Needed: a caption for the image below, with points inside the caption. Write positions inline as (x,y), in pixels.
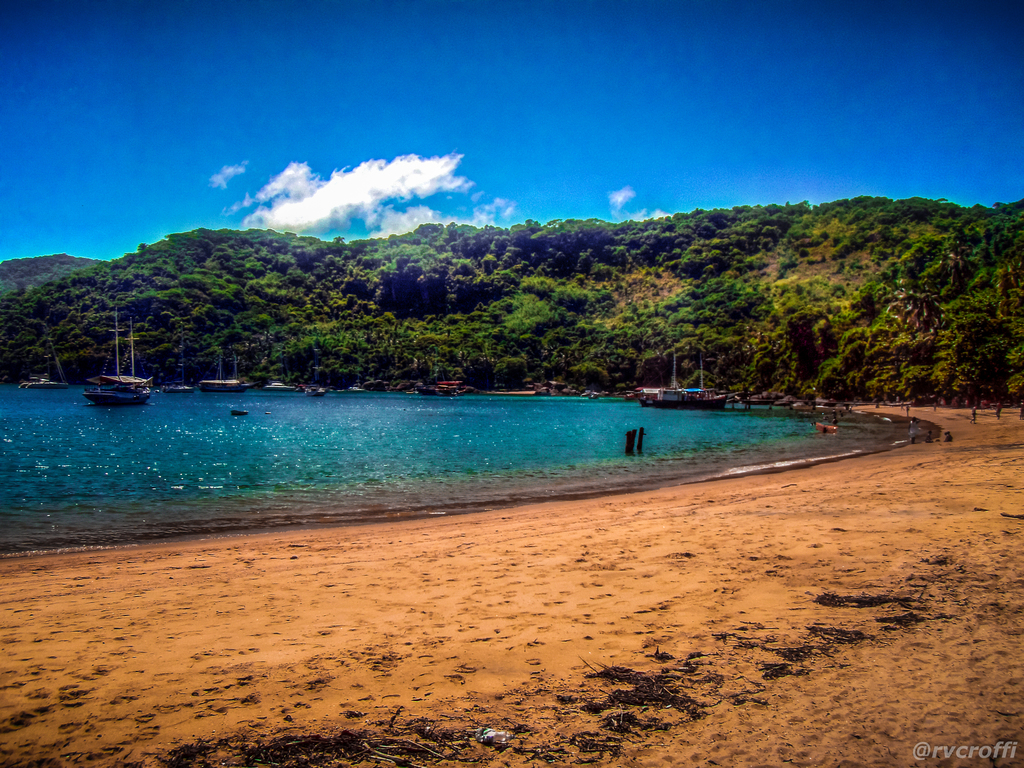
In this image I can see at the bottom (779,696) there is the sand (725,645), on the left side (126,485) there is the beach (427,464), there are boats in it. In the middle (572,266) there are trees (700,250), at the top (622,111) it is the blue color sky (572,162).
